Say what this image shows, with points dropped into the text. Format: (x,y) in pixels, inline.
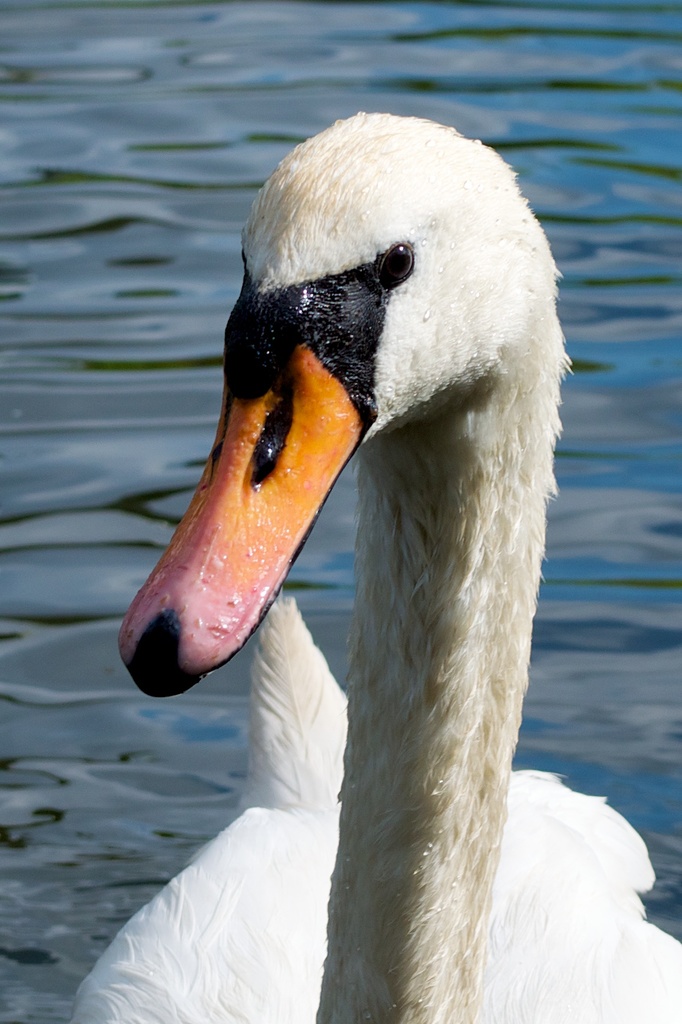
In this image we can see a swan (316,353), also we can see the water (61,440).
